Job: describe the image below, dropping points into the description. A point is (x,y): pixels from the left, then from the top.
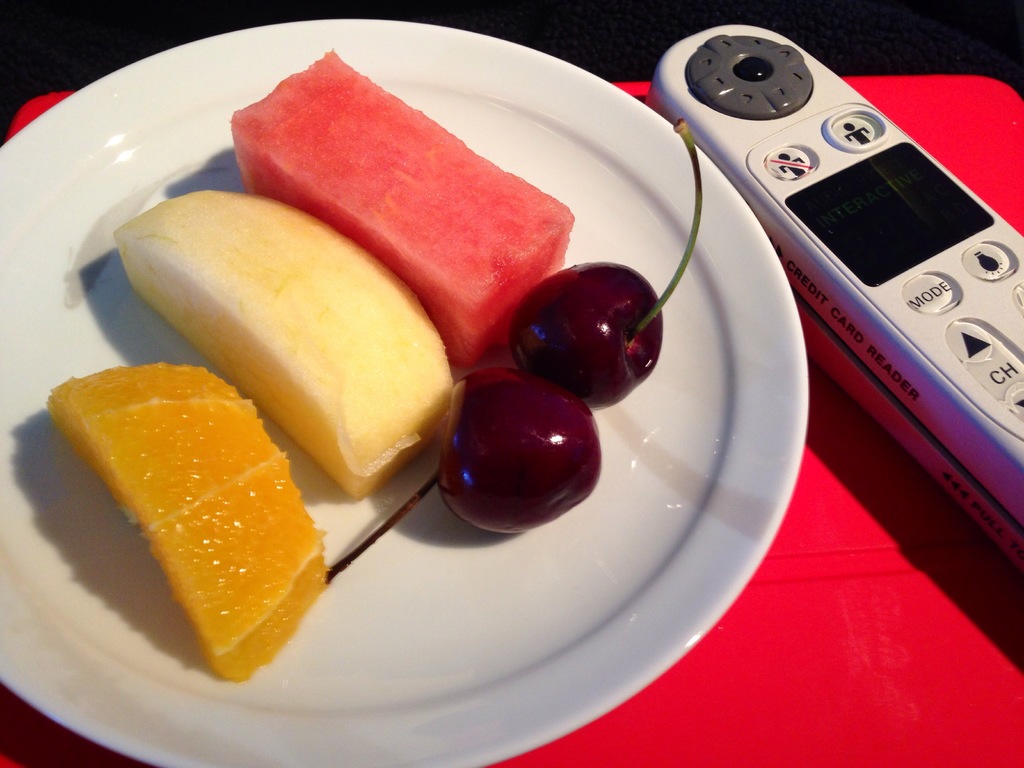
In the picture I can see two berries (550,465) and few more fruits (219,416) are cut and kept on the white color plate (118,509). Here we can see a remote controller (897,322) and they are placed on the red color surface (795,654).
